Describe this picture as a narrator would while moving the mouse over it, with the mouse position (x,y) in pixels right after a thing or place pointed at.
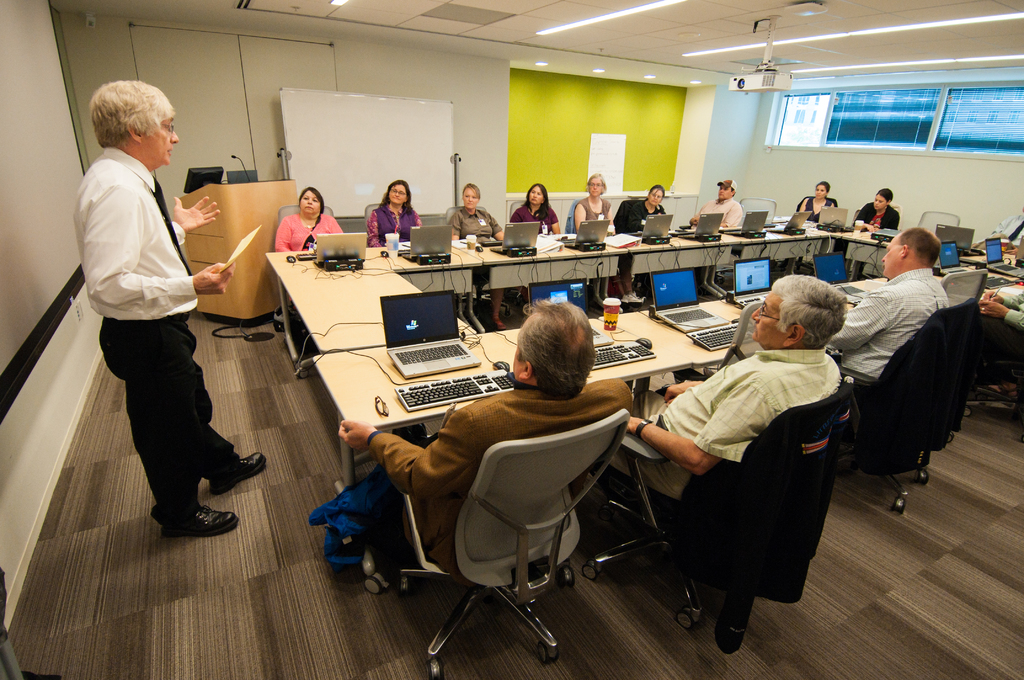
This picture describe about the group of people (527,334) sitting in the meeting room (439,221) around the table (377,370). A man (149,307) in front (140,289) wearing a white shirt (149,307), black pant (156,437) and shoe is standing and discussing with them. behind we can see the projector screen (31,204) and a yellow wall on the straight right side (683,96). On the table (619,367) we can see the some laptop (547,297), papers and coffee mugs (610,326). On the top ceiling (785,54) some spot light (579,24) and projector lens (741,84) is placed.
